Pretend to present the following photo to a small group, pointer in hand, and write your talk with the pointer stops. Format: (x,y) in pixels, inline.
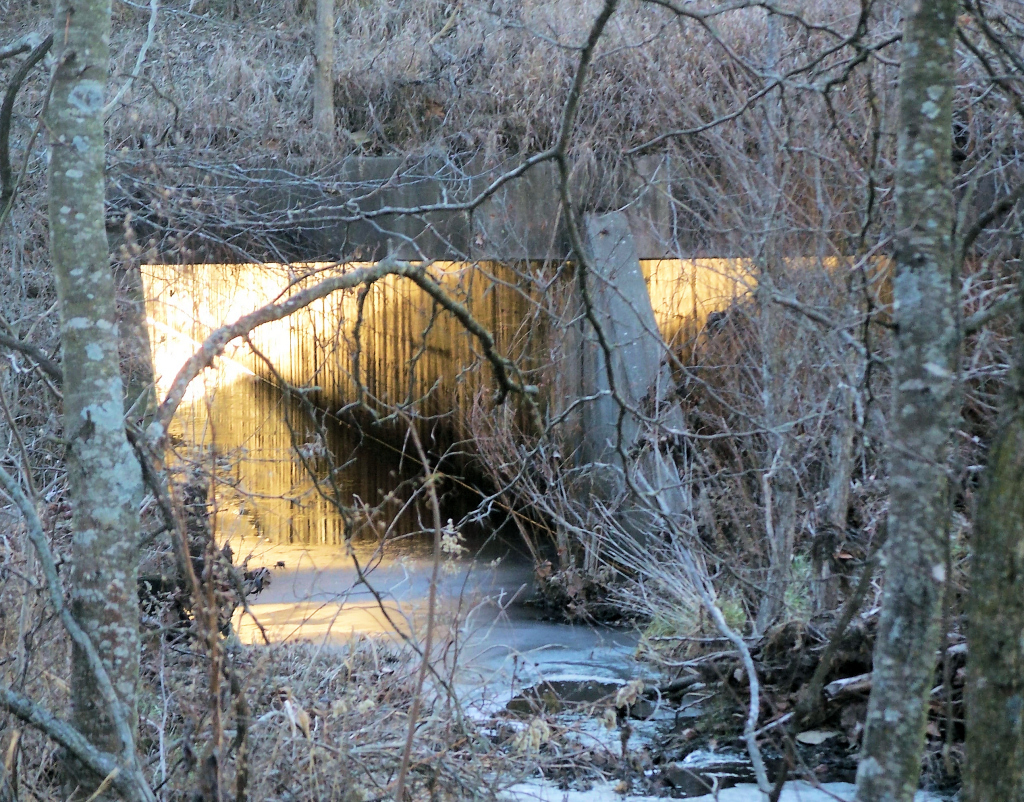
Here we can see bare trees (291,303). In the background (492,544) there is a tunnel (324,394) and lights (169,302).
